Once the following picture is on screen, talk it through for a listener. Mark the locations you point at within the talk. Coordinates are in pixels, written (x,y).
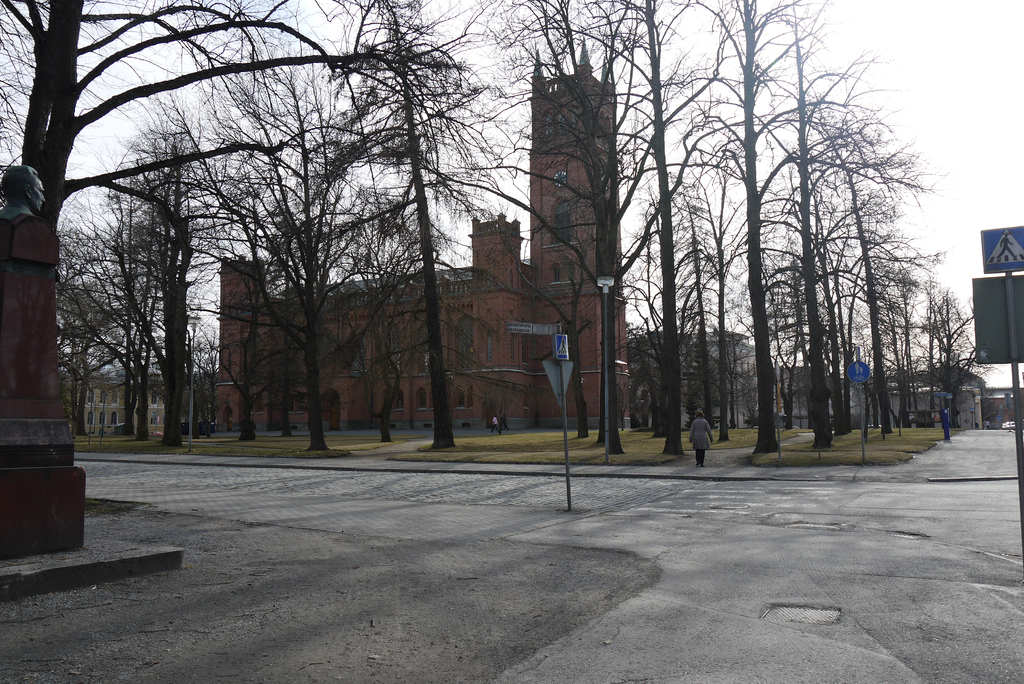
In this image we can see a person (699,440) standing on the ground (633,442), street poles (942,403), street lights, sign boards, statue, pedestal (50,359), buildings (276,362), trees (804,201) and sky (217,280) in the background (647,104).
